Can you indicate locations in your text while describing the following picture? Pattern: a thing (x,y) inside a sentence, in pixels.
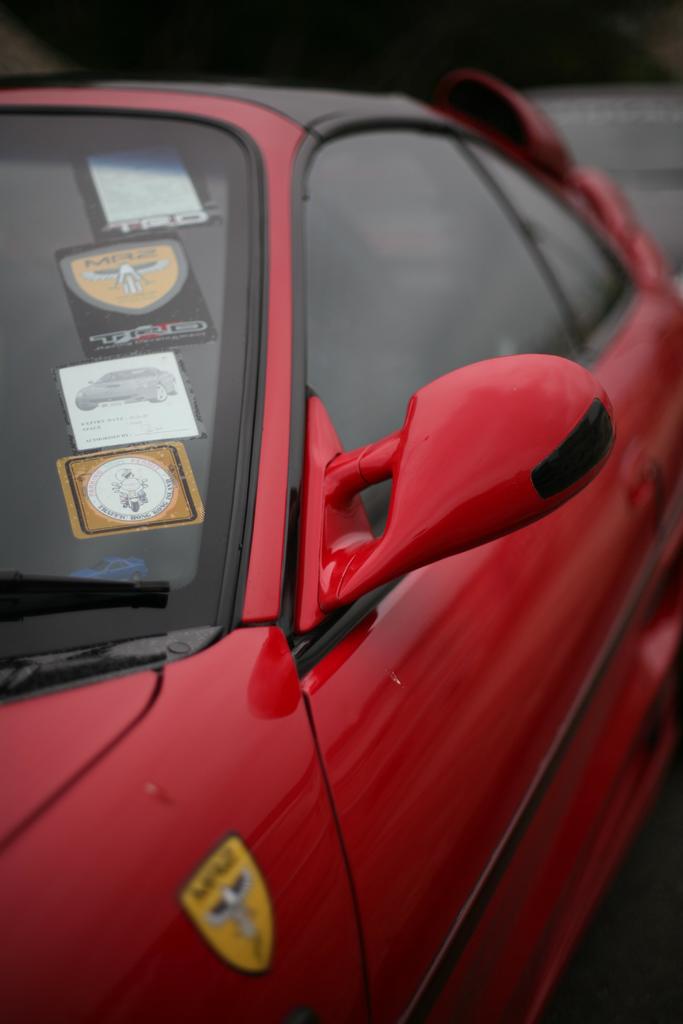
In the center of the image (338,486) we can see a car (194,937) which is in red color.
